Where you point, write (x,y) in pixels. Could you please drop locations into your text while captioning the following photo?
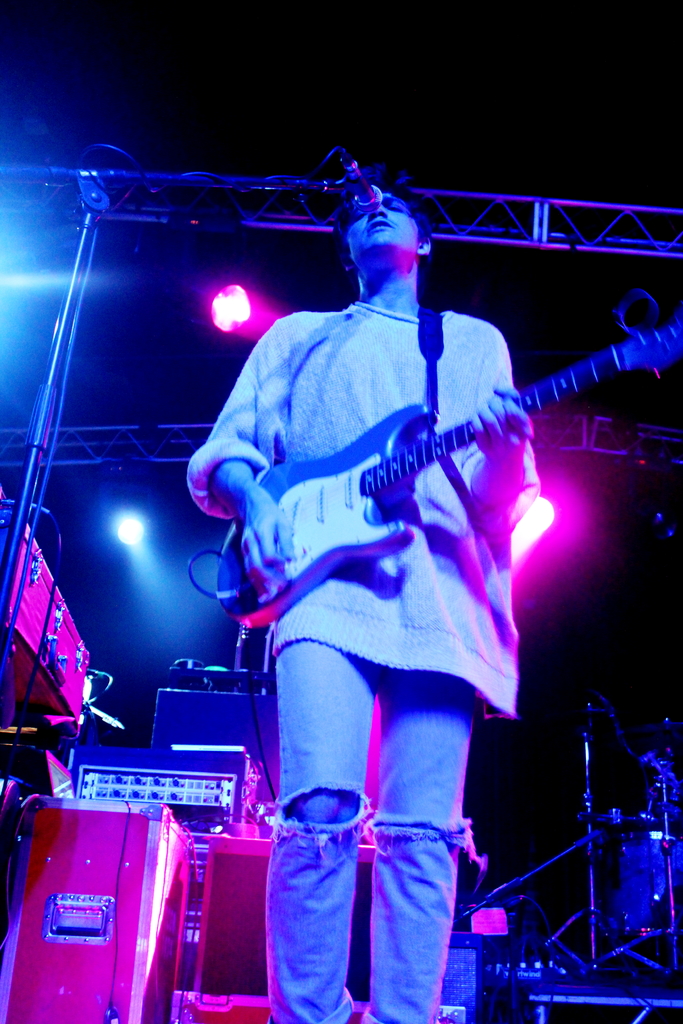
In this picture we can see person (372,291) standing and holding guitar (332,480) in his hand (278,541) and playing it and singing on mic (363,192) and in background (590,830) we can see mic stands (600,829), drums (682,857), speakers (177,728), light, fence (142,219).
